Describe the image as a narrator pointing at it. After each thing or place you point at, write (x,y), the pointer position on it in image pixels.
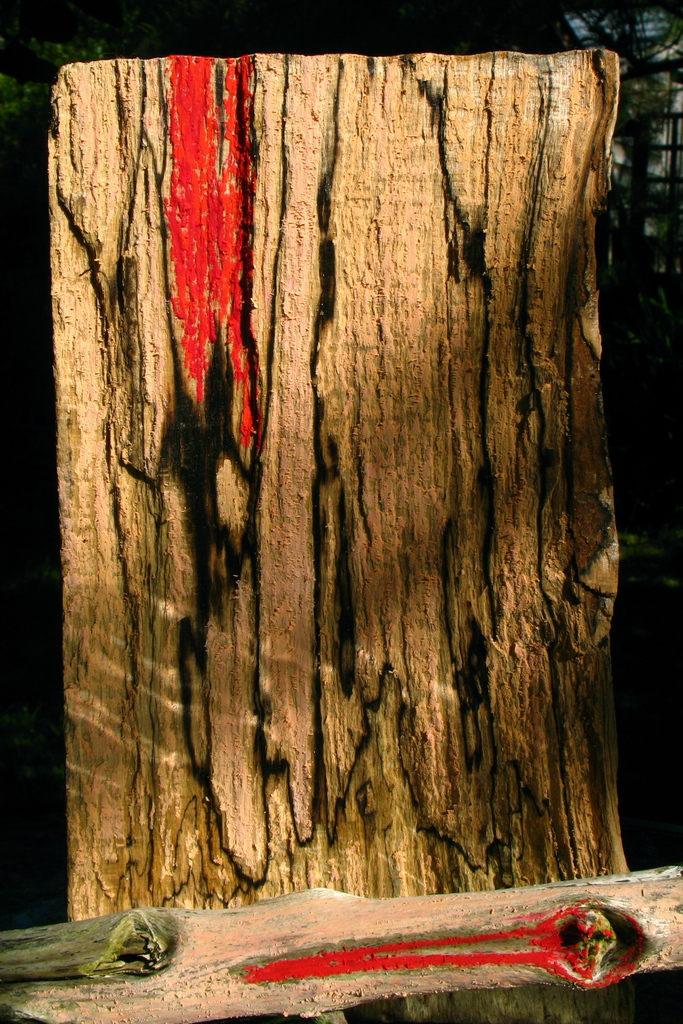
In this image I can see few wooden logs (305,589) and red colored paint (207,273) on them. In the background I can see few trees (418,20).
